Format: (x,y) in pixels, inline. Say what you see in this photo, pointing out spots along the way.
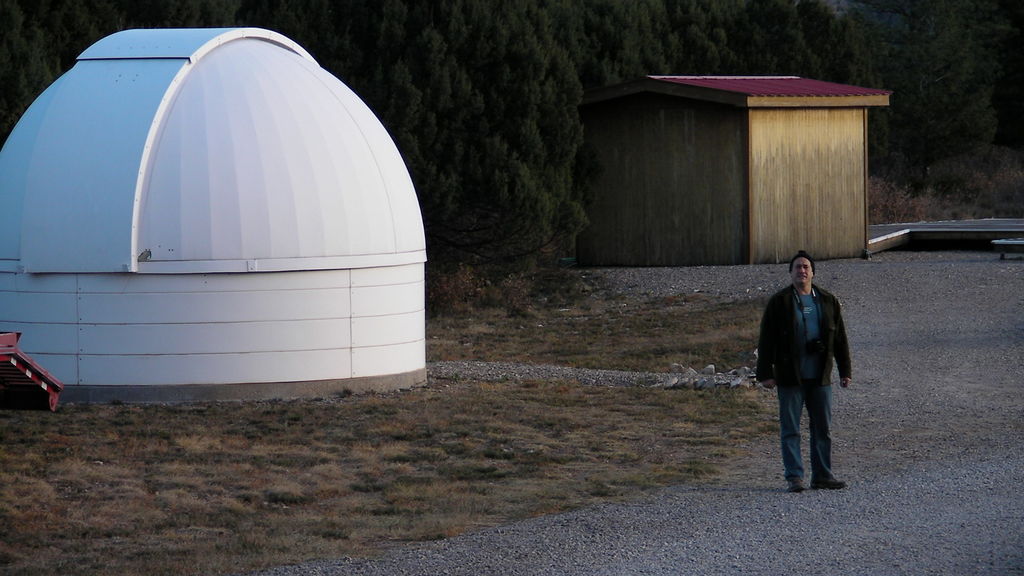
In this image there is a man (793,360) who is standing on the ground (873,538). On the left side (276,197) there is a white colour dome (288,138), Behind it there is a small hut (764,143). In the background (653,48) there are trees (635,36). On the ground (483,500) there is grass (351,470) on the left side (285,491) and stones (722,510) on the right side (730,524).
